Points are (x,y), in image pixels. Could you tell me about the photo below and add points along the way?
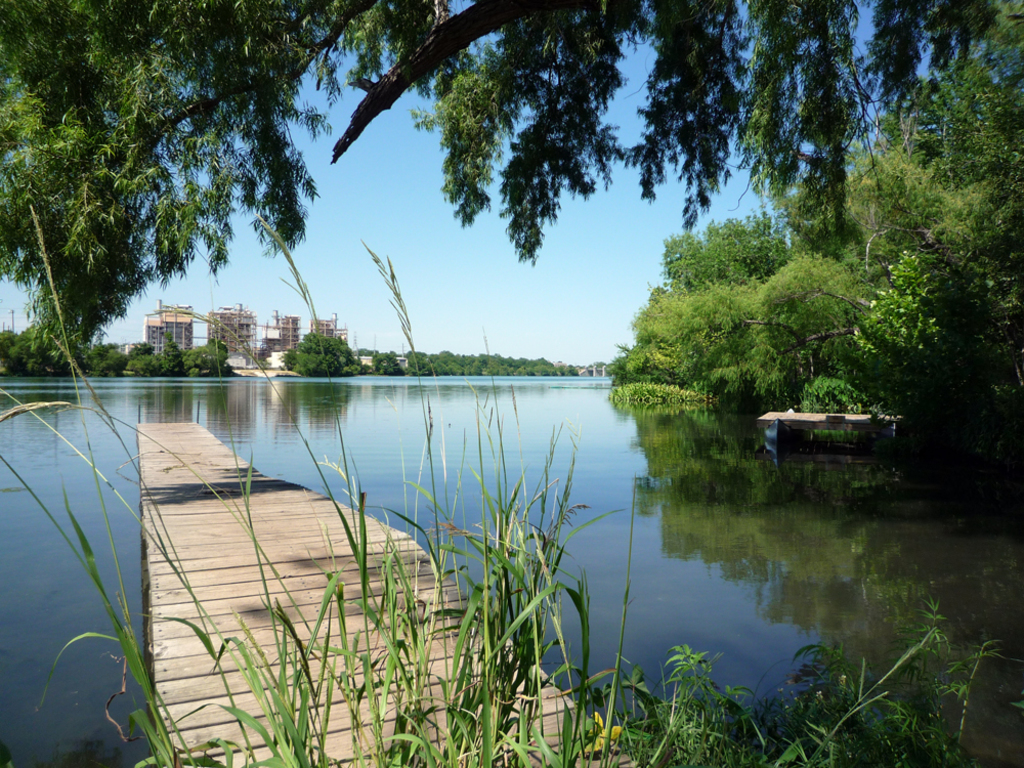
In this image I can see trees (205,376), buildings (252,336), a platform (860,425) on the water (779,490) and plants (692,755). In the background (319,293) I can see the sky (383,293).
